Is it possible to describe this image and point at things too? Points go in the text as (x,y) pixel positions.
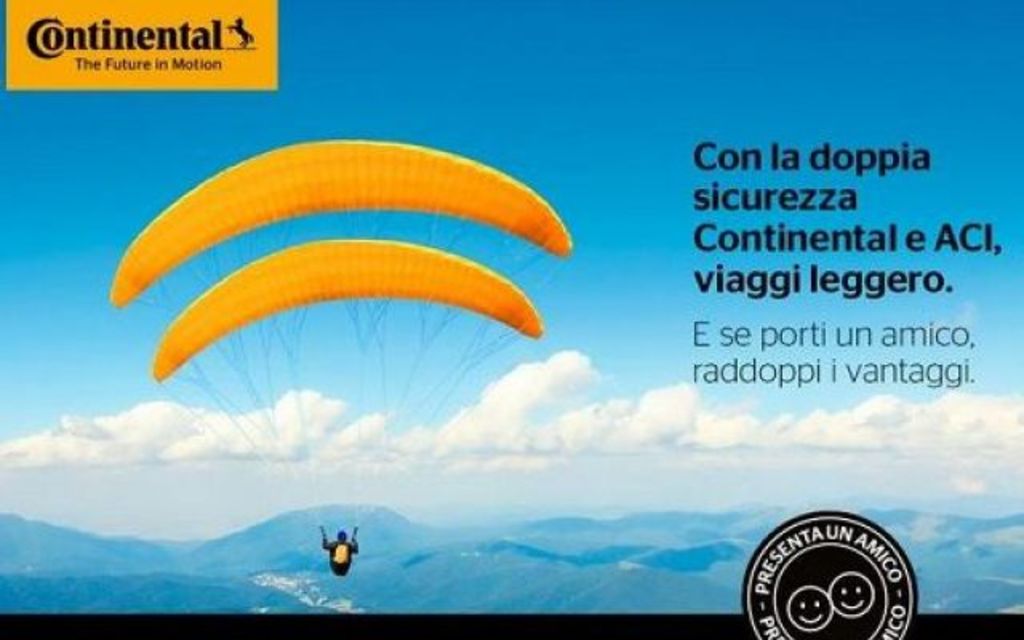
In this image a person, parachute (519,301), logo (830,575), text (781,384), mountains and the sky (528,360). This image looks like a photo frame.
